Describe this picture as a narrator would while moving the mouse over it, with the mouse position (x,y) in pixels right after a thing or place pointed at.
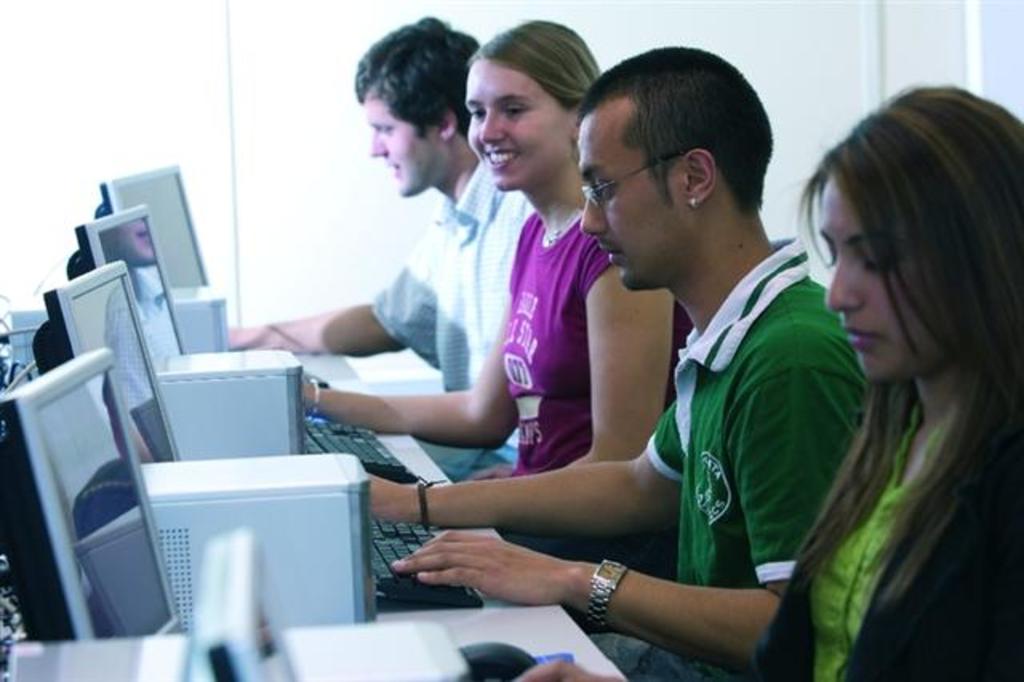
In this picture I can see four persons (516,461) sitting, there are monitors (129,396), PC desktops (301,471), keyboards (407,580) and a mouse (502,644) on the table (554,642), and there is white background (255,27).
